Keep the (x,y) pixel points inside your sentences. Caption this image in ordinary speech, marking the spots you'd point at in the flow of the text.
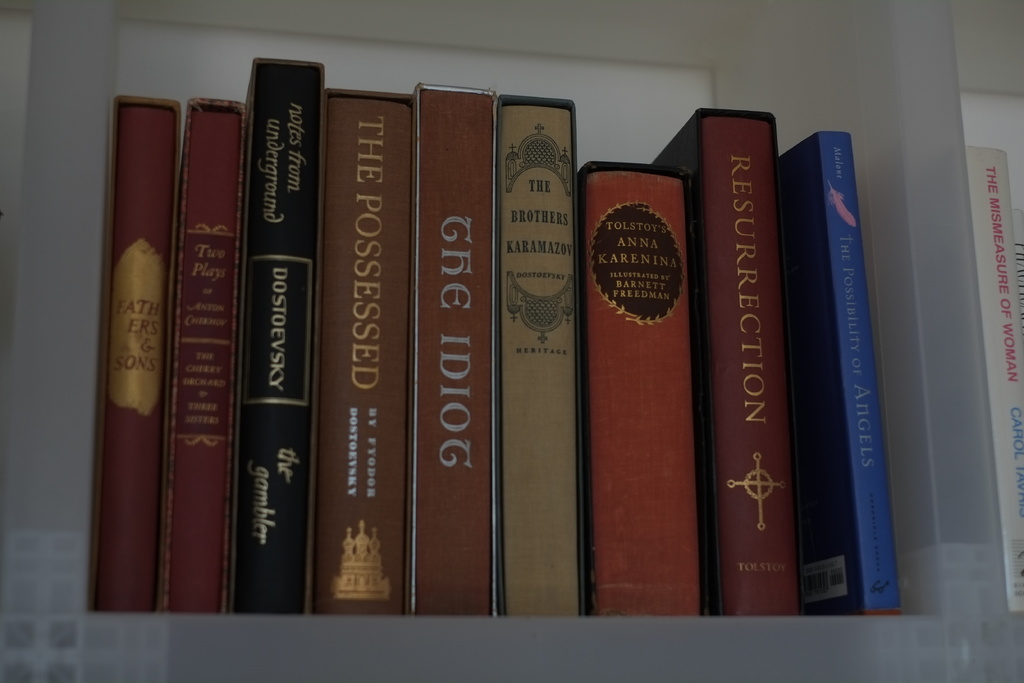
In this image I can see the books (741,413) in the rack (916,479). These books (741,312) are colorful. I can see something is written on each book (426,602).
